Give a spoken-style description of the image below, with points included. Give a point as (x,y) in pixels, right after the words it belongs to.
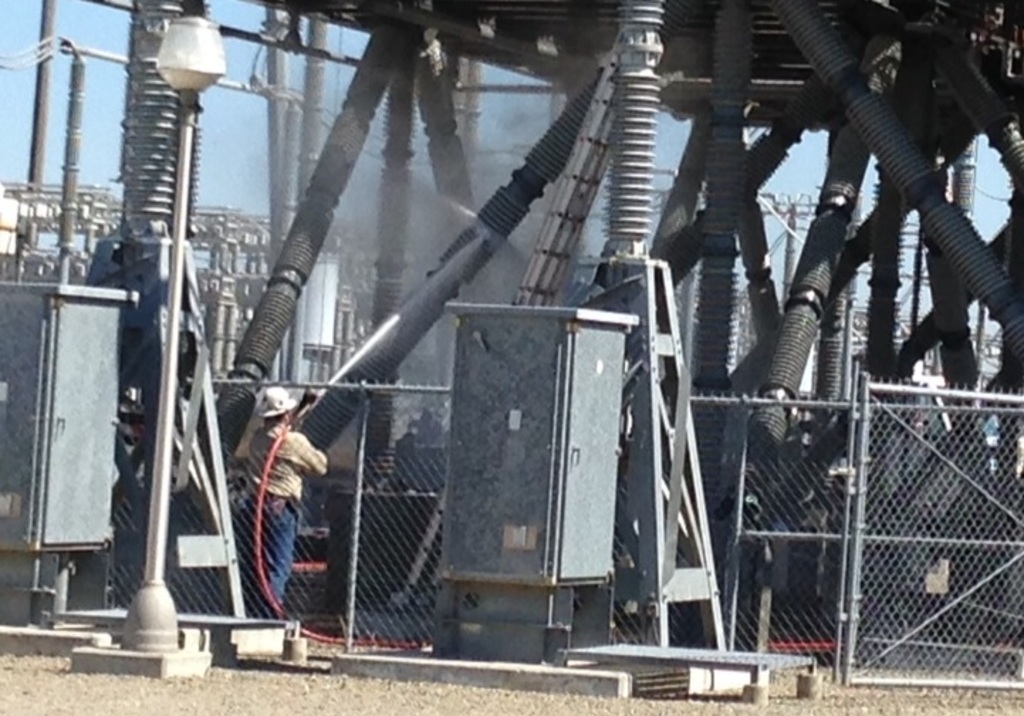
Here we can see an electricity substation (729,90) and there is a person (288,538). There are boxes (484,534) and a fence (937,514). In the background (60,45) we can see sky (4,31).
